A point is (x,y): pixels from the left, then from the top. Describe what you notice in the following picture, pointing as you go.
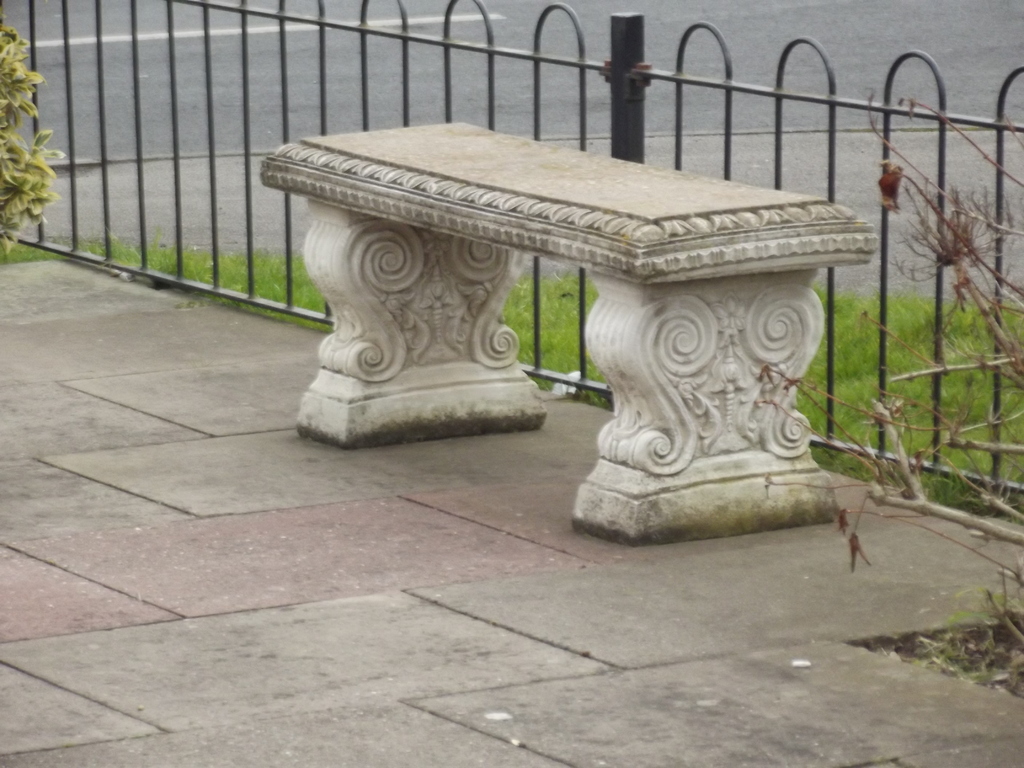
In this image there is a bench (433,288) on the surface (261,434), behind the bench (363,193) there is a metal fence (286,99), behind the metal fence (287,206) there is grass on the surface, on the other side of the grass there is a road (437,87).
